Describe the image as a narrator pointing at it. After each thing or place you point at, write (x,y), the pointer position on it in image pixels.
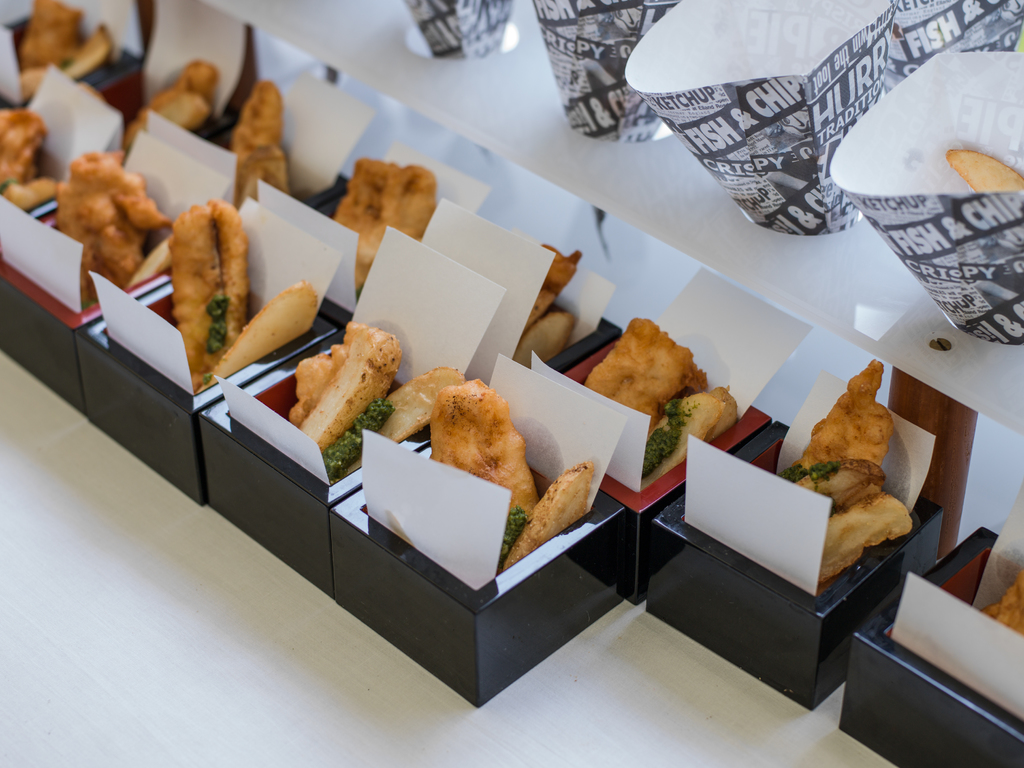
In the picture we can see a black color boxes (855,594) in it we can see food items (1021,612) and tissues (921,628) and besides we can also see some paper cups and some food items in it.
